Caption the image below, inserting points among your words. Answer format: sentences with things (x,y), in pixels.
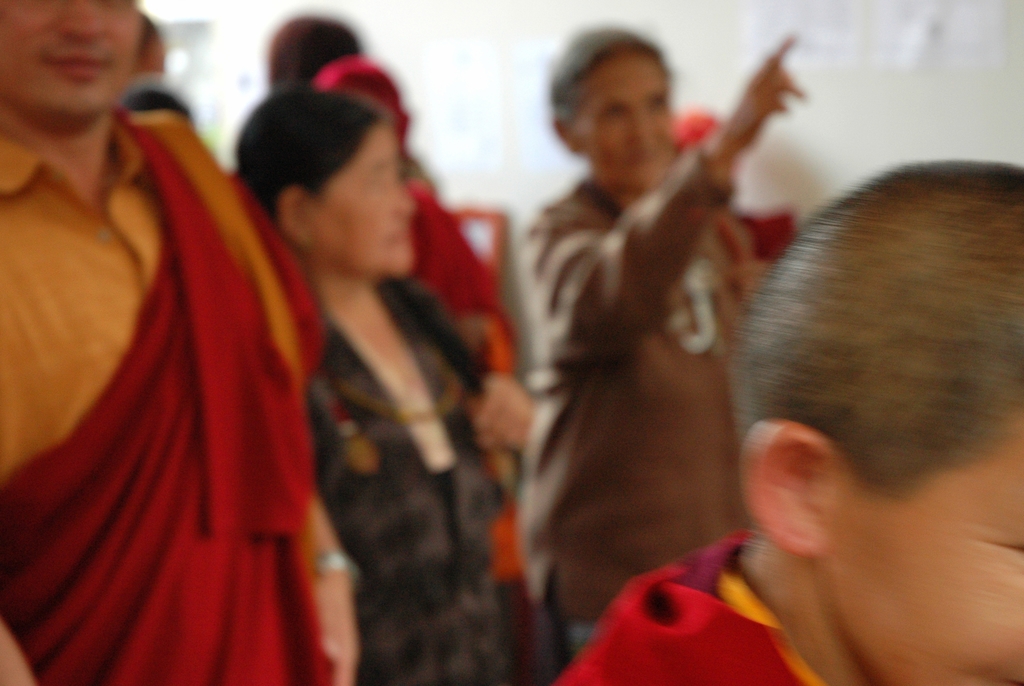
In this image, we can see people (547,281) standing and in the background (801,40), there is wall (917,75).
